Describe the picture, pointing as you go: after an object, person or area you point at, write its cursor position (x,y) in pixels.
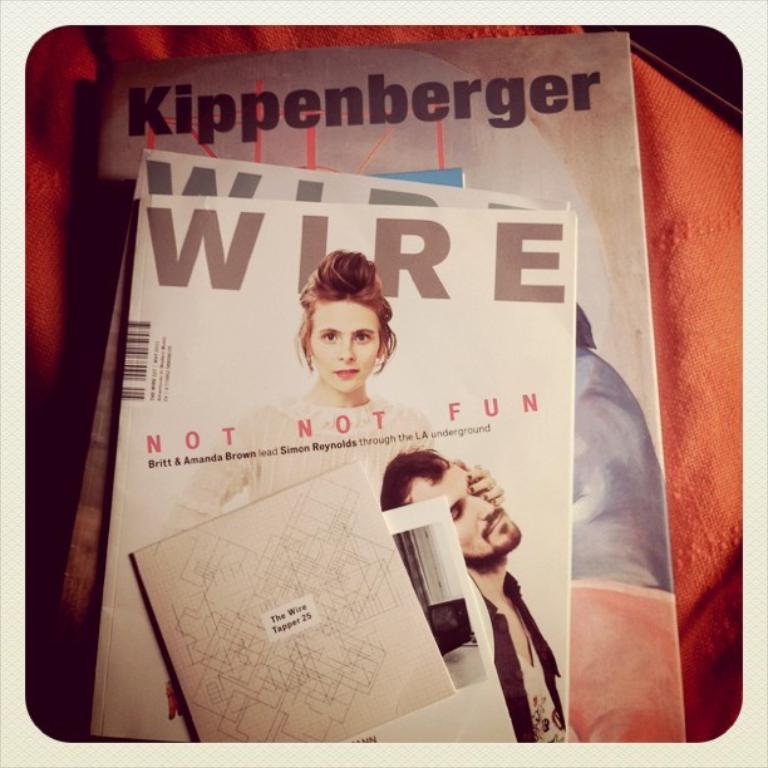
In this image there are some magazines (320,181) and on the magazines (485,195) there is text (377,271), and image of one man (473,493) and a woman (391,348). And in the background (697,254) there is some cloth (719,377).
